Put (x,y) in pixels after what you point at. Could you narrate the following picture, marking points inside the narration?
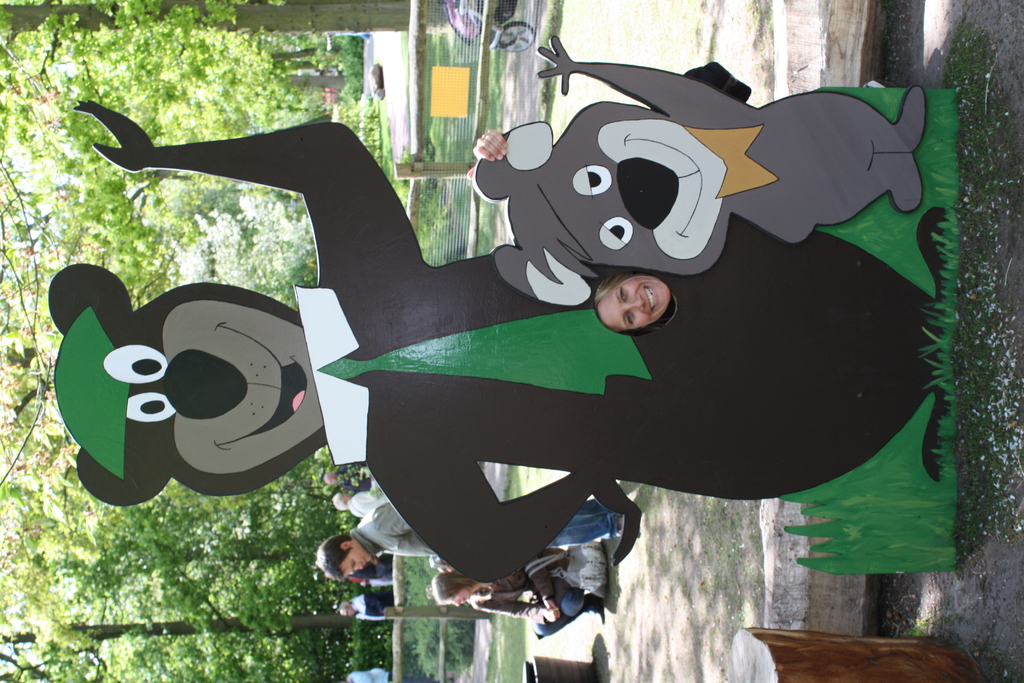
This image is in left direction. Here I can see a board (356,327) on which there is a cartoon character (256,420). At the back of this there is a woman (598,289) smiling. In the background (430,555) there are many people (366,616) and trees (86,197). At the top (487,44) there is a vehicle (491,44) on the road (516,78). At the bottom (801,662) there is a trunk (793,657).
